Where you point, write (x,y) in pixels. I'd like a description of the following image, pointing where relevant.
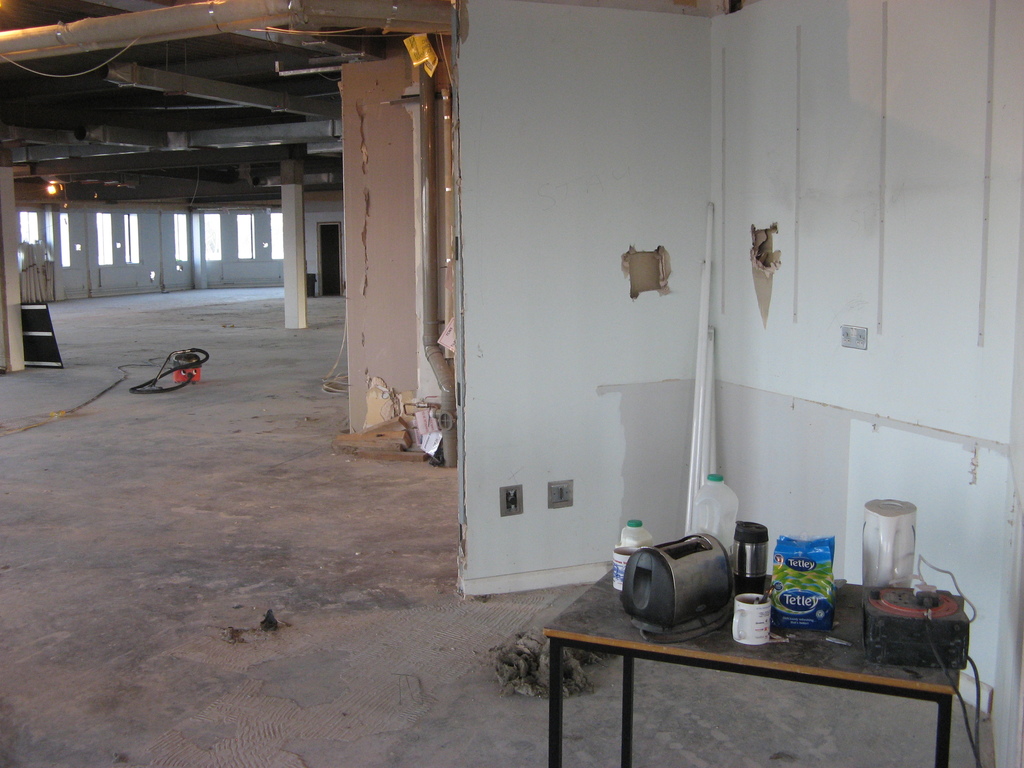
In this image we can see some bottles (640,537), flask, cover (827,594), cup (750,635) and a motor (958,657) placed on the table (726,637). We can also see some tube lights (702,405) rested on the wall (720,406). On the left side (170,372) we can see a motor (184,358), windows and pipes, pillars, light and a roof (129,121).
